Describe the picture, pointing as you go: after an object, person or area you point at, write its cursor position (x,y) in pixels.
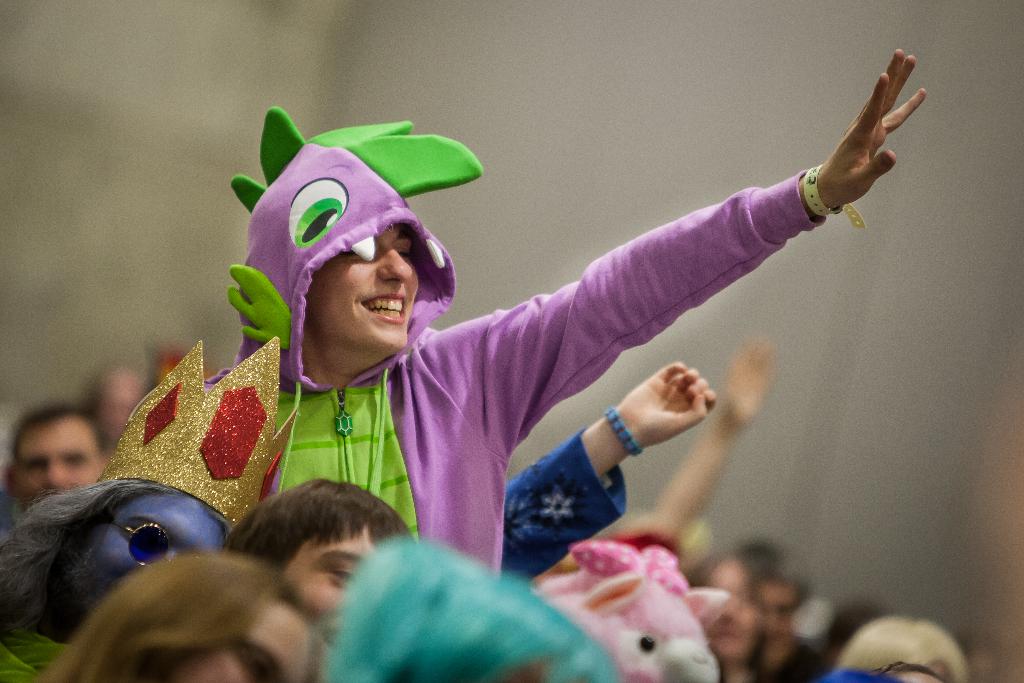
As we can see in the image in the front (140,469) there are group of people (357,363) and the background (185,112) is blurred. The person (399,299) is wearing purple color hoodie (385,391).
